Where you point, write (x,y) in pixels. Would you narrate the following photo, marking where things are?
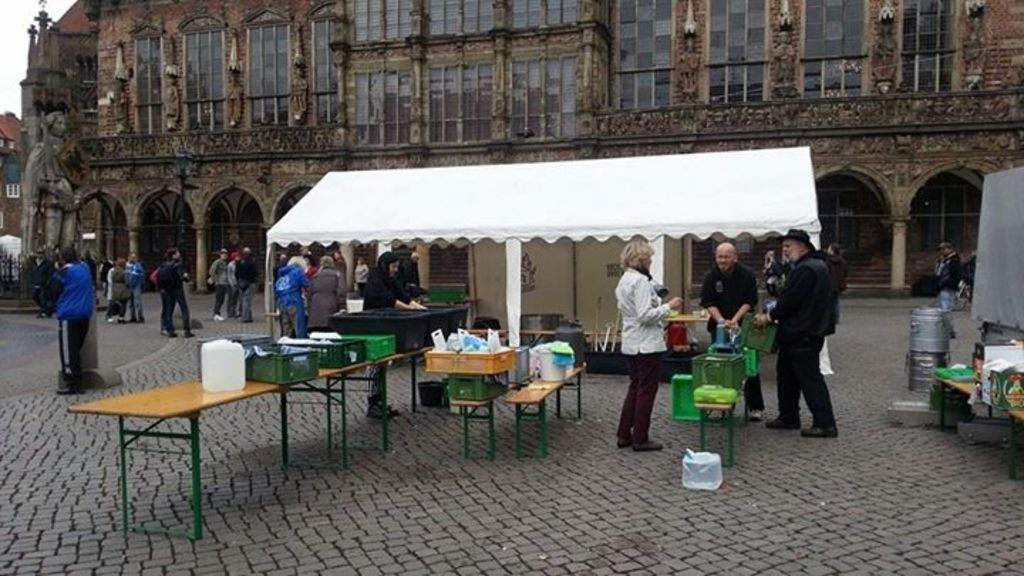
In this picture many people (328,288) are standing on a road (202,306) and few of them (638,318) are giving objects (742,342). In the background (261,88) there is a building (253,116) with beautiful glass windows (662,63).
